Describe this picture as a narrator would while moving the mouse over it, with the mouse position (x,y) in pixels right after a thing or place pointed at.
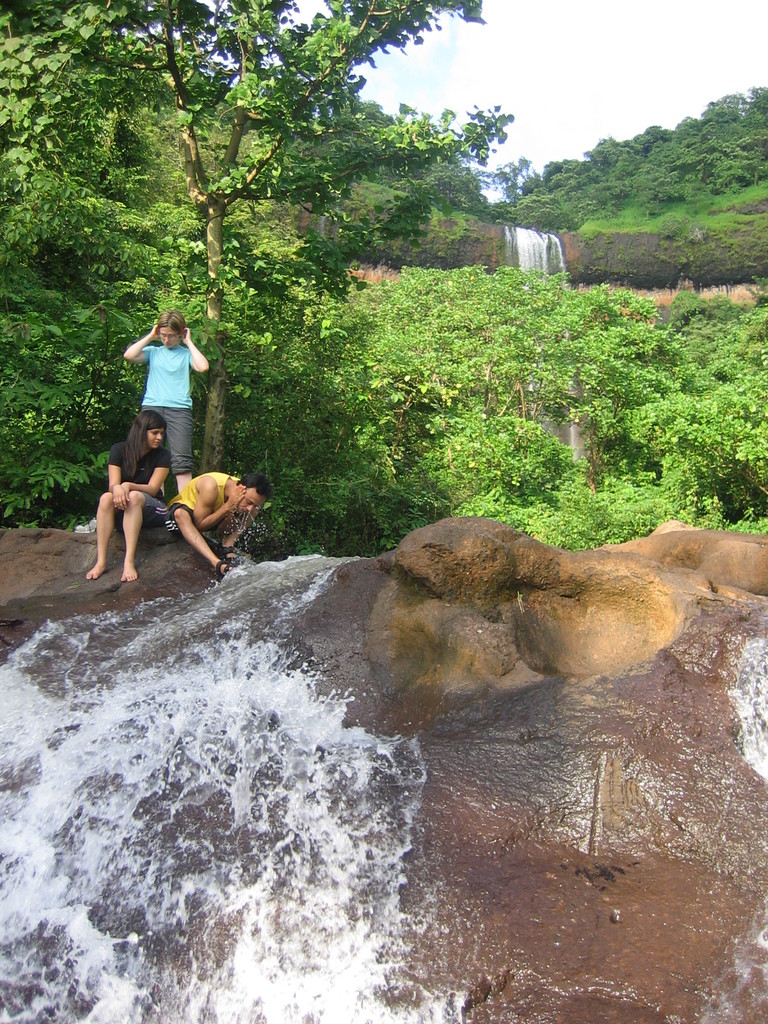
In this image we can see some people (219,570) beside the water flow (261,652). We can also see some stones (326,668), plants (349,513) and a group of trees (357,300). On the backside (581,135) we can see the water flow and the sky (592,33) which looks cloudy.
